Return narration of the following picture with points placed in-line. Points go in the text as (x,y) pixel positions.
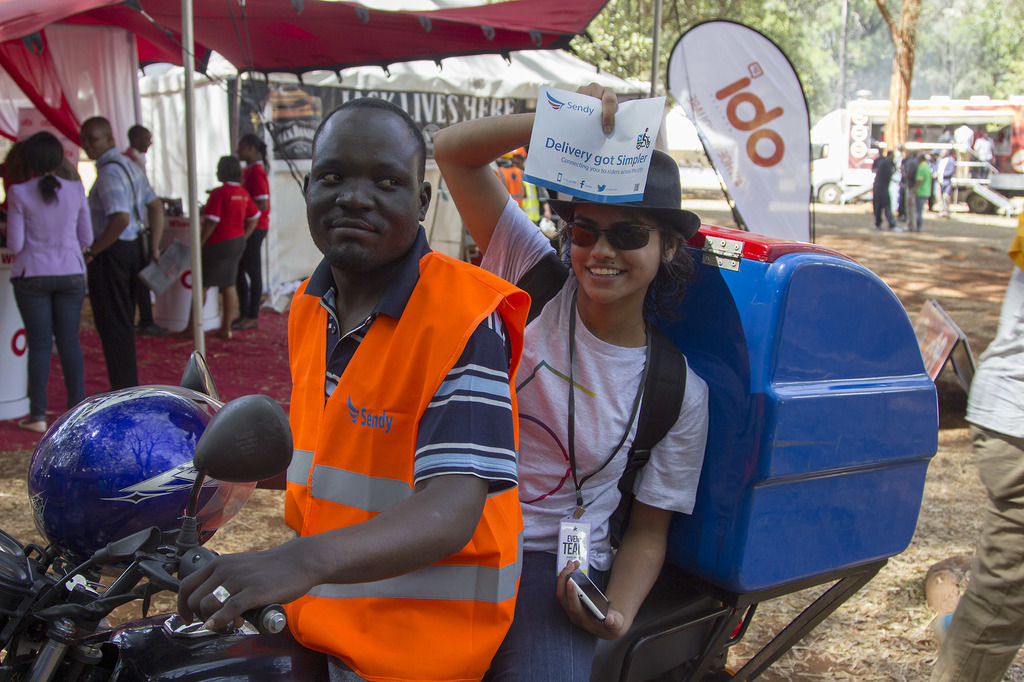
In this picture a guy (357,421) is riding a bike (276,663) with a lady (543,539) back of him. In the background (273,299) we also observed many people (118,216) in the stalls (182,191).
